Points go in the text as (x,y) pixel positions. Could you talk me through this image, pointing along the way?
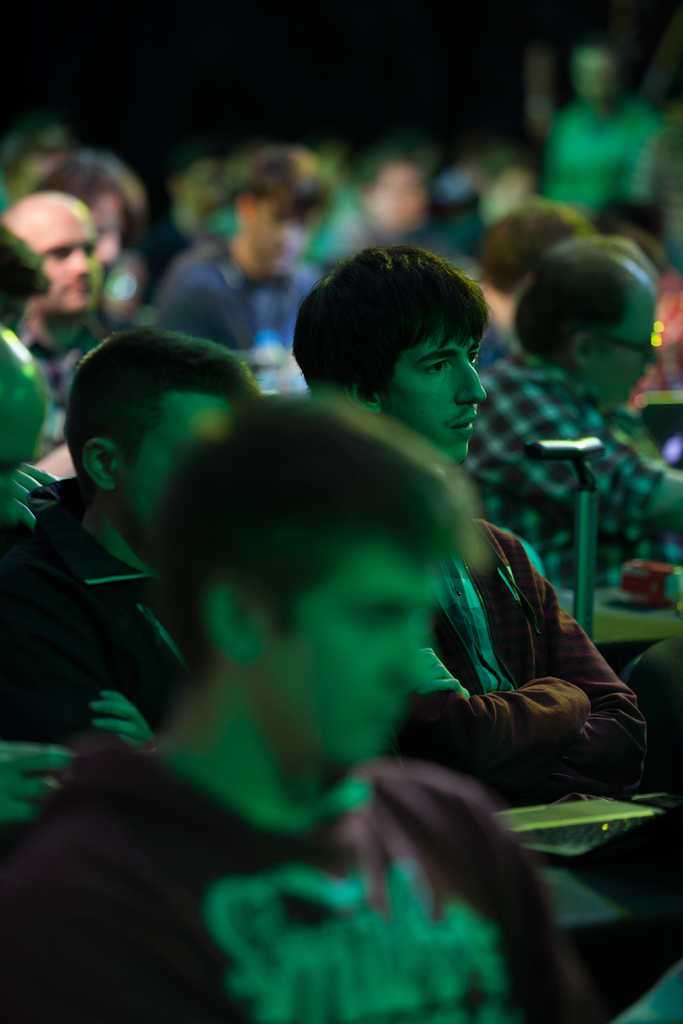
The foreground (311,1014) is blurred. In the foreground (317,823) there is a person (295,868) sitting. In the center of the picture (355,396) there are people (439,366) sitting. The background (61,241) is blurred. In the background (315,199) there are people (386,181).
